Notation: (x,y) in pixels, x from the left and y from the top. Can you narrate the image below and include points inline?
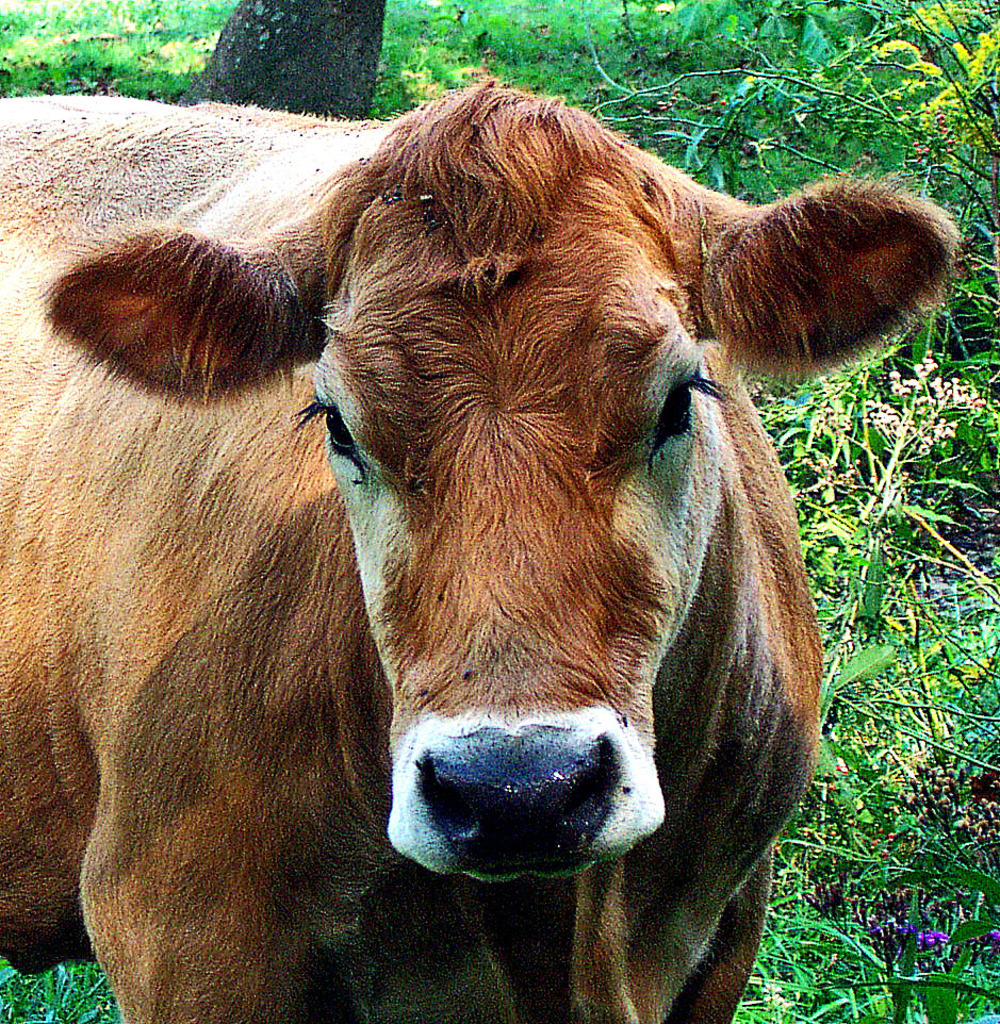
In this image there is a cow (216,646) standing on the ground (66,980). There are plants (883,605) and grass (885,965) on the ground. Behind it there is a tree trunk (338,32).
